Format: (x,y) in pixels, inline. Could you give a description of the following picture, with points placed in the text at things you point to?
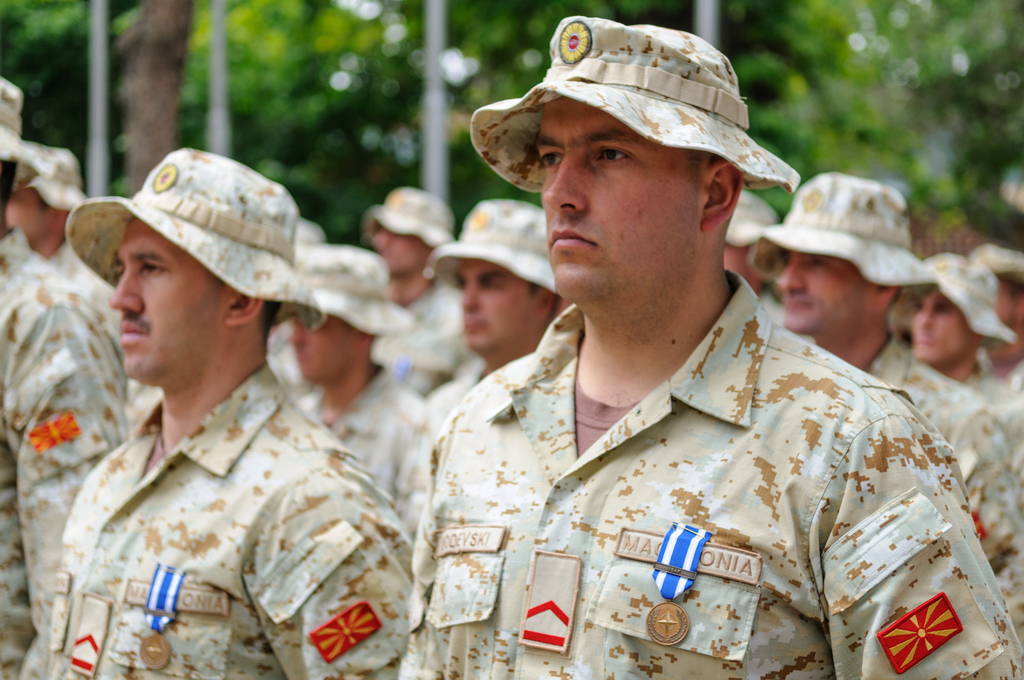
In this picture there are people (542,209) in the center of the image (387,239) and there are trees (489,49) at the top side of the image (255,104).
